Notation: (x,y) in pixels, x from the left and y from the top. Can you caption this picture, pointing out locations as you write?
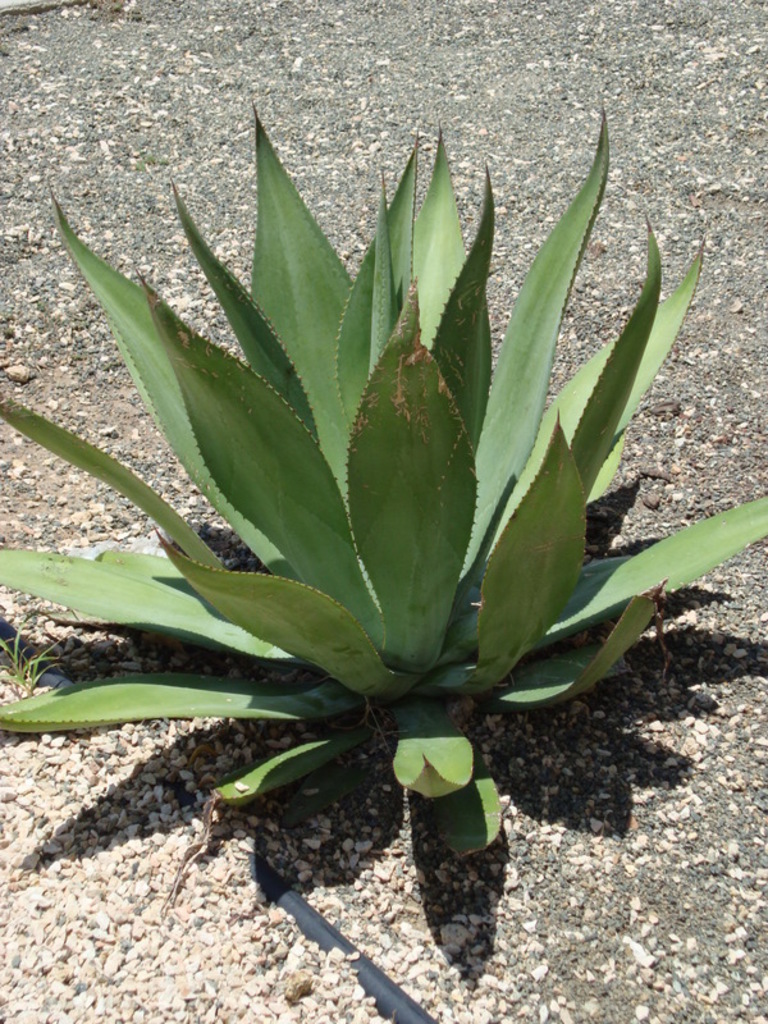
In this image I can see a plant (435,379) and stones (192,963) on the ground (693,856).
